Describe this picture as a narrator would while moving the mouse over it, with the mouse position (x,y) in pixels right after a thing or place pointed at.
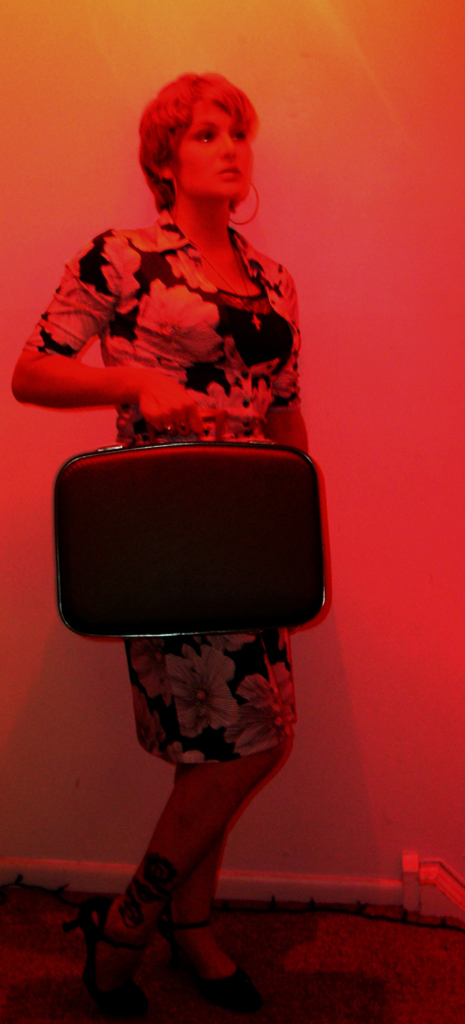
This image consists of a person (204,260). She is holding a bag (249,451).
